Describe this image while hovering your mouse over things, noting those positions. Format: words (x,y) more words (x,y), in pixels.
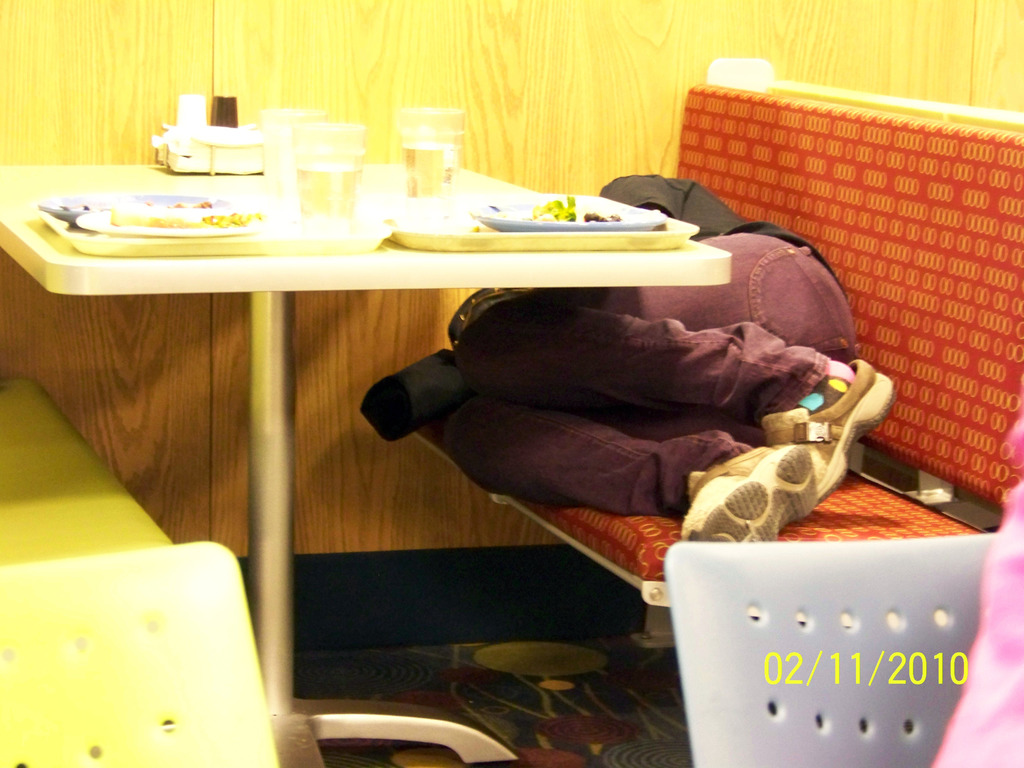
There is a person (688,405) sleeping on a sofa (913,309) and there is a table (412,277) in front of him, Which has few eatables (254,227) and few glasses of water (348,169) placed on it.
